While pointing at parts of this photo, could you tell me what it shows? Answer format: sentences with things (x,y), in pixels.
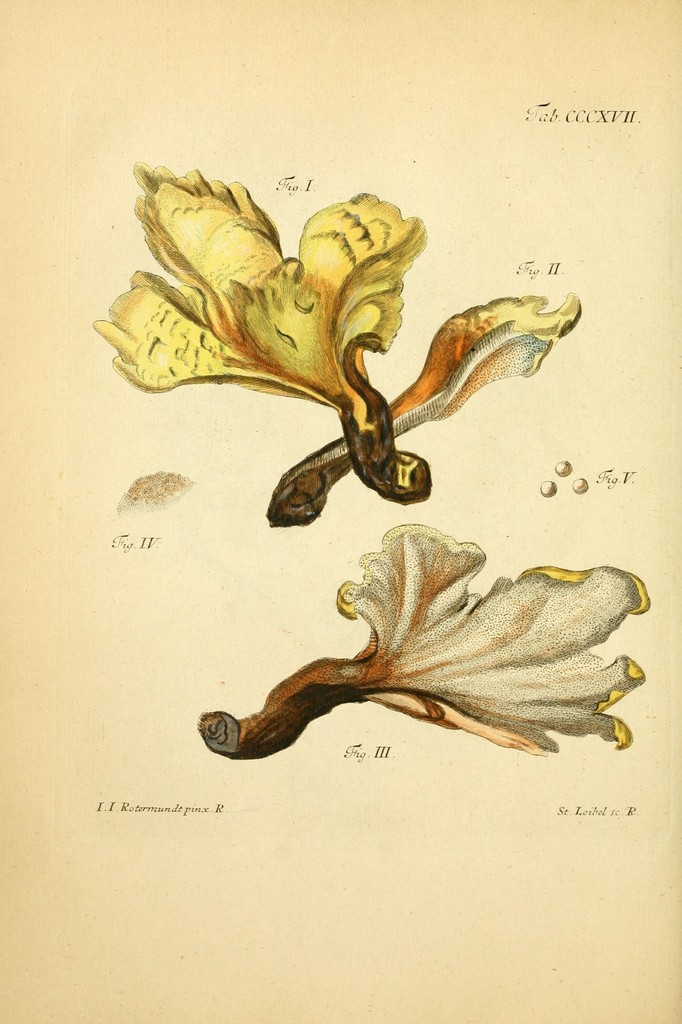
In this image I can see the paintings (290,520) of three mushrooms (323,464) on a white paper (356,113) and also there is some text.
